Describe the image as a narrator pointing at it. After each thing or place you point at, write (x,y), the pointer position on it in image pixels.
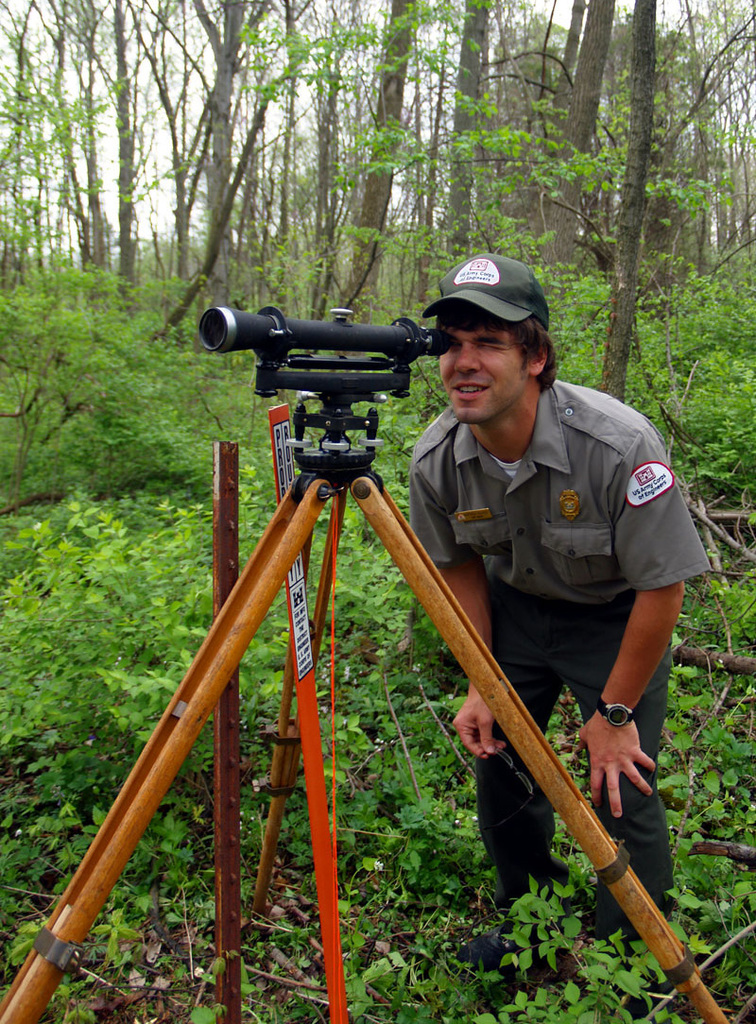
In this picture, we can see a person (480,601), ground (185,858) with grass (436,838), plants (326,760), pole (316,746), and a black color object (332,466) on a stand (356,473), we can see trees (60,154), and the sky (24,183).
